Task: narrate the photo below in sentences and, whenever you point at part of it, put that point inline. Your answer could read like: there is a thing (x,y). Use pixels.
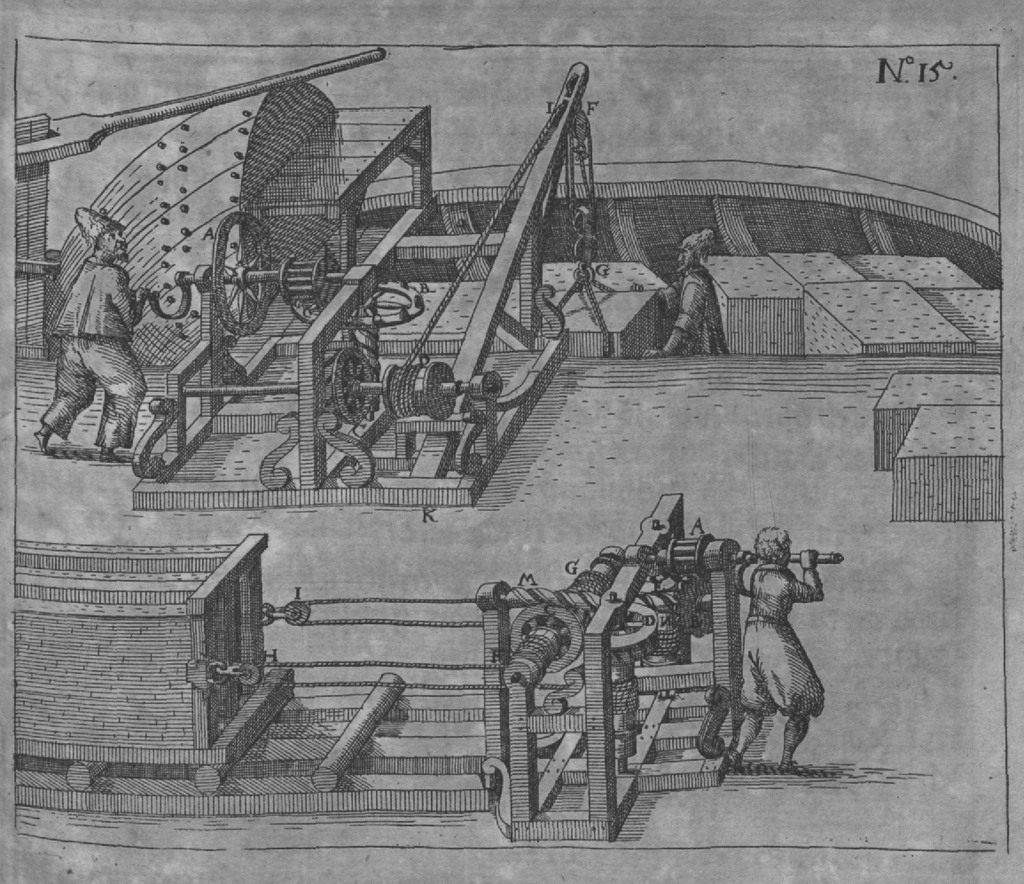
In this image I can see depiction picture of three persons (689,283) and few equipment (306,313). On the top right side of this image (935,58) I can see something is written and I can see this image is black and white in colour.
